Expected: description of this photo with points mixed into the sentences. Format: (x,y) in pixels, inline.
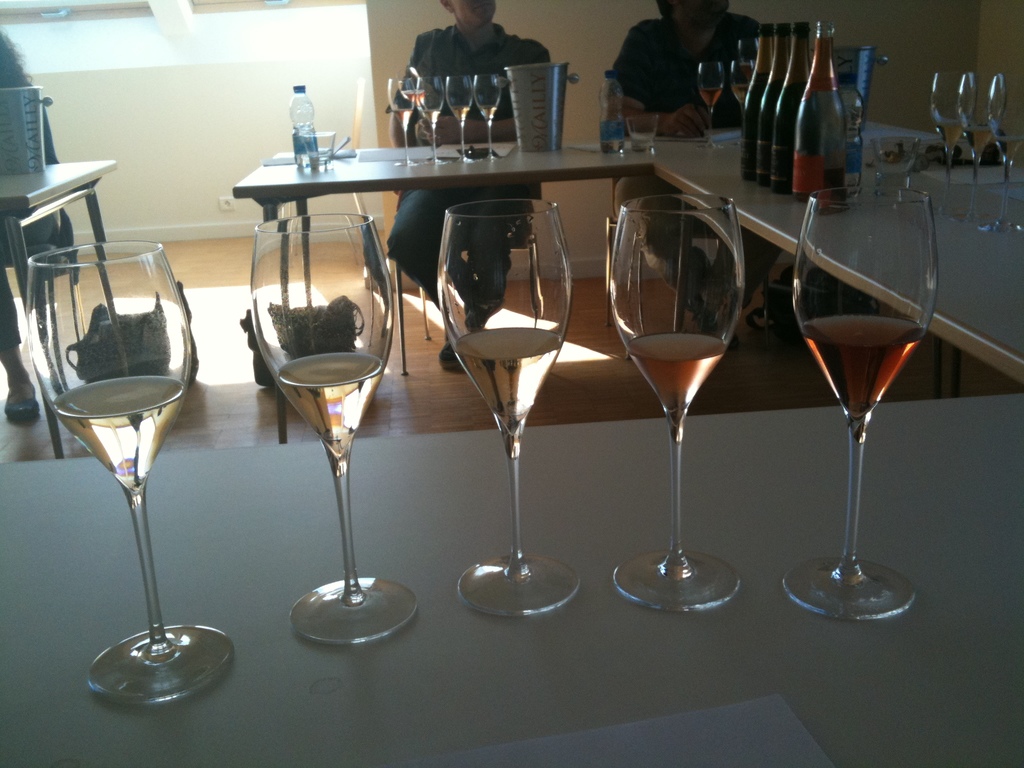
In this image i can see two persons (491,197) are sitting on a chair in front of a table (750,203). On the table (530,177) we have few glasses (882,165), glass bottles (828,161) and other objects (853,154) on it.
